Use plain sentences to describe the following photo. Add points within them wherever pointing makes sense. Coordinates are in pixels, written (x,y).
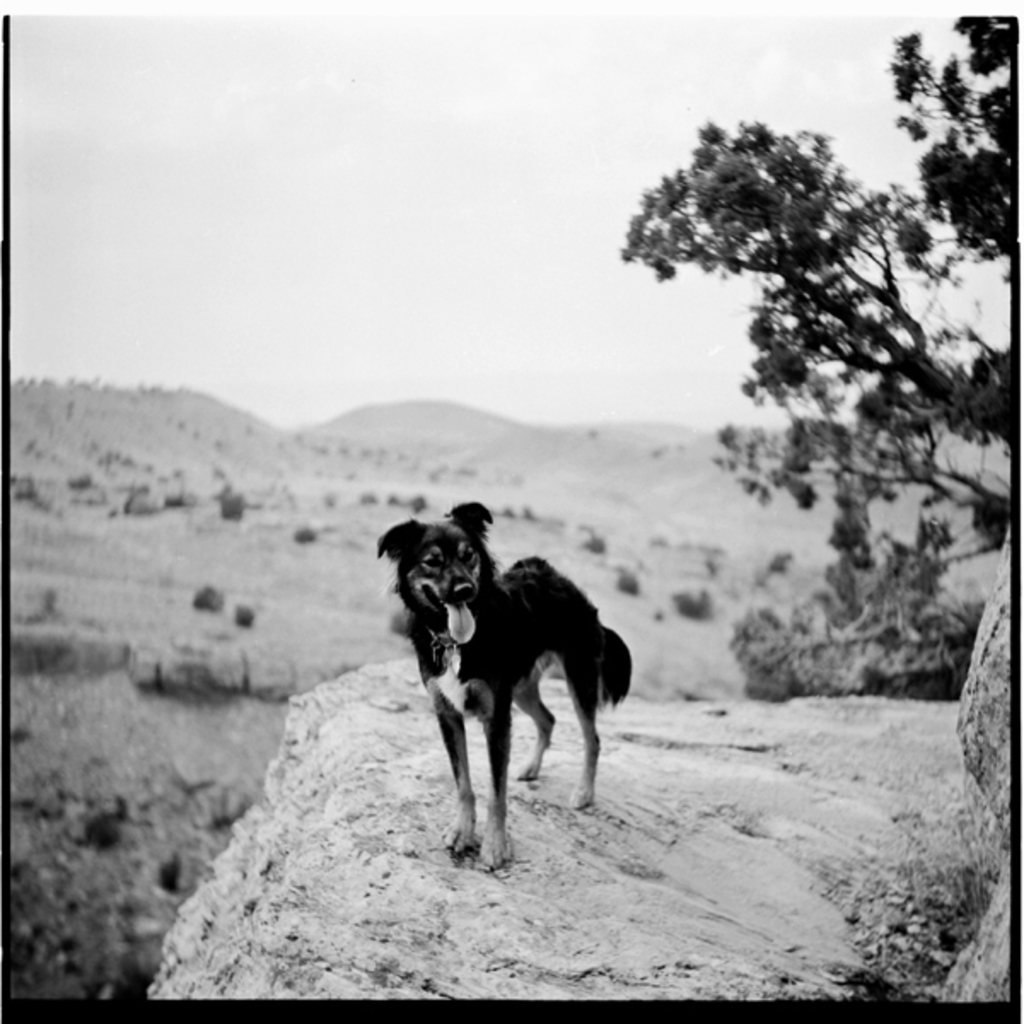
This is a black and white image. At the bottom of the image (461,715) on the rock (650,901) there is a dog (506,680) standing. Behind the rock (800,729) there are branches (957,191) with leaves (939,178). And in the background (140,566) there are hills (143,560). At the top of the image (389,193) there is sky (415,176).
